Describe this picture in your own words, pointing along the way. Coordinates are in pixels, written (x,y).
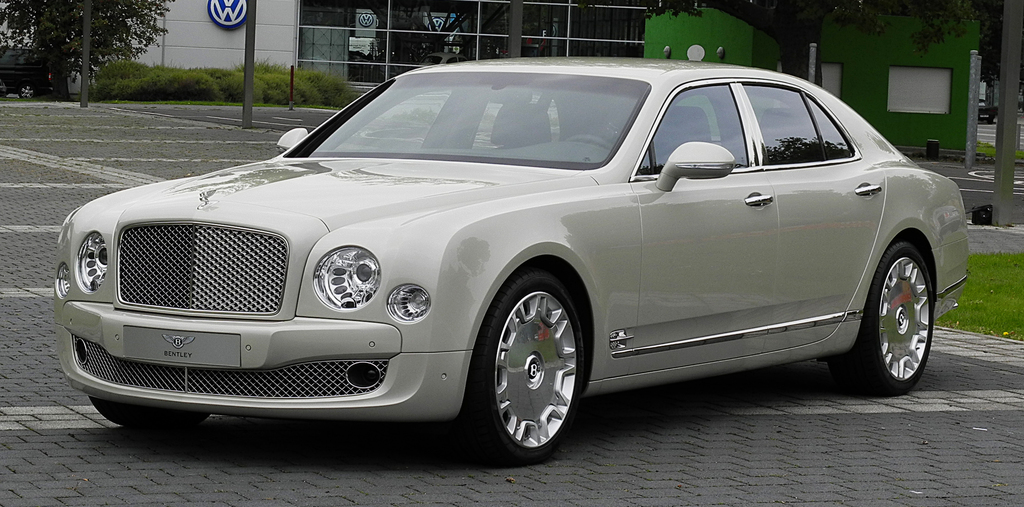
This picture contains a white car (242,229) parked on the road (260,445). Behind that, we see a building (369,33) in white and green color. There are poles (86,44) on the road (302,122). Behind that, we see trees (124,58) and grass (334,99). This picture is clicked outside the city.
